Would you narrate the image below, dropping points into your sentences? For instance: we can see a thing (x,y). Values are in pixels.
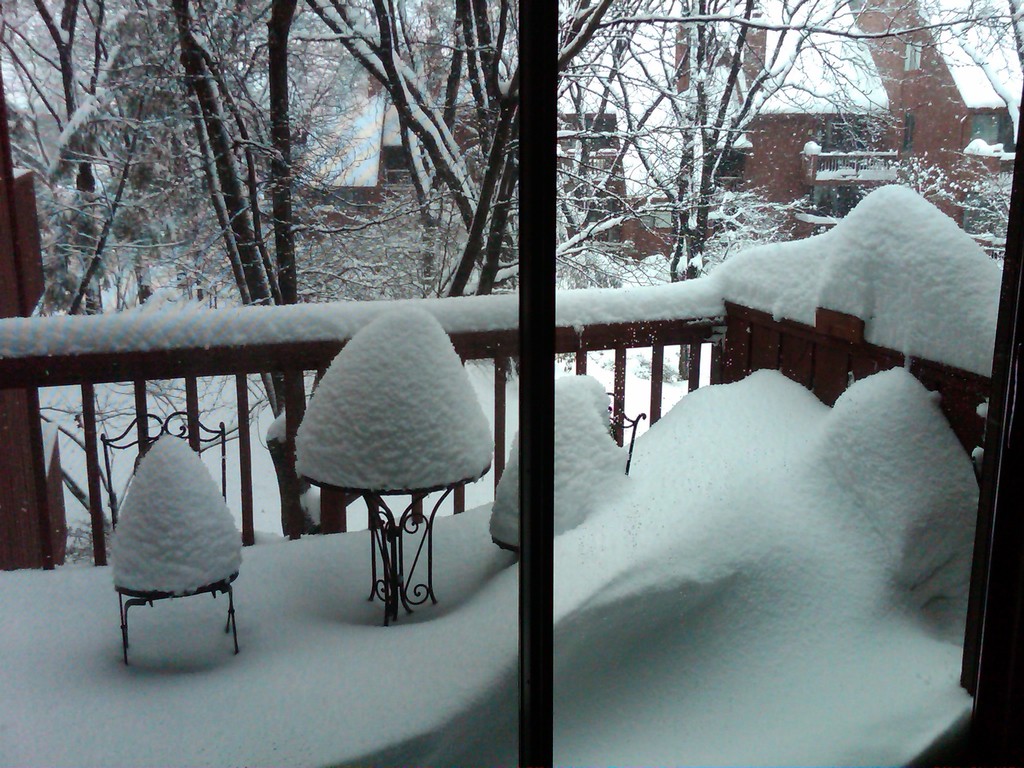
In this image, there is a window (714,444) and through the window (528,465), we can see trees (130,137), buildings (606,162), railings (643,341), poles (250,496) and stands (447,405) are covered with snow (509,308).
